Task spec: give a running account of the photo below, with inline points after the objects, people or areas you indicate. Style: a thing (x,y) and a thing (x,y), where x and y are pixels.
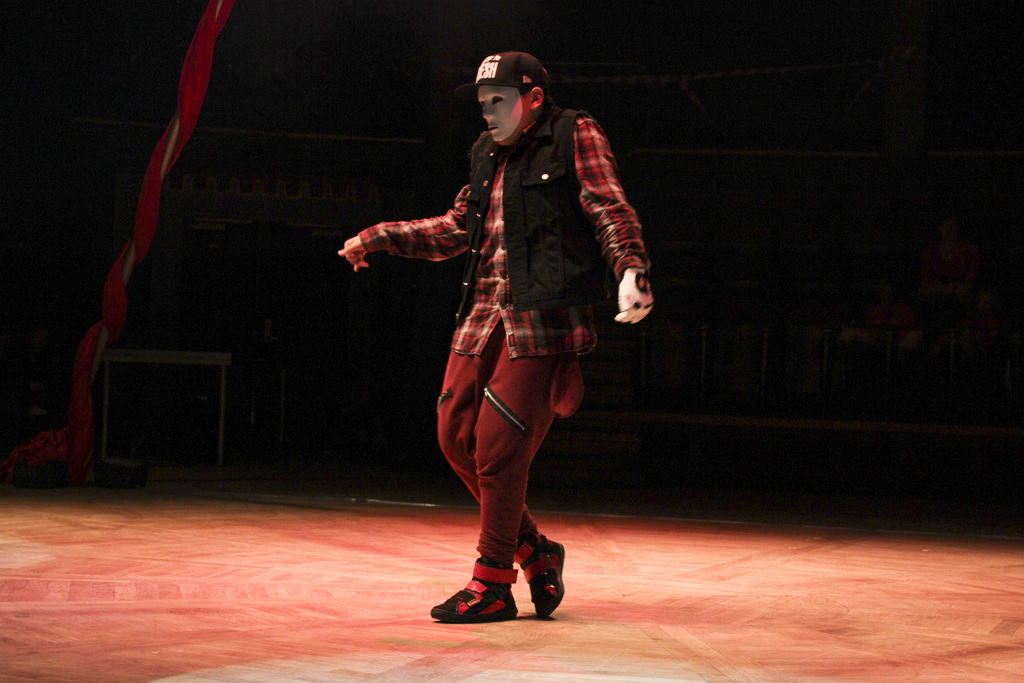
In this picture we can see a man (527,396) standing here, this person (534,324) wore a cap (531,79), a mask (512,117), a glove (631,284) and shoes (552,572), at the bottom (327,626) there is a floor (172,629), we can see a cloth (154,200) here.
